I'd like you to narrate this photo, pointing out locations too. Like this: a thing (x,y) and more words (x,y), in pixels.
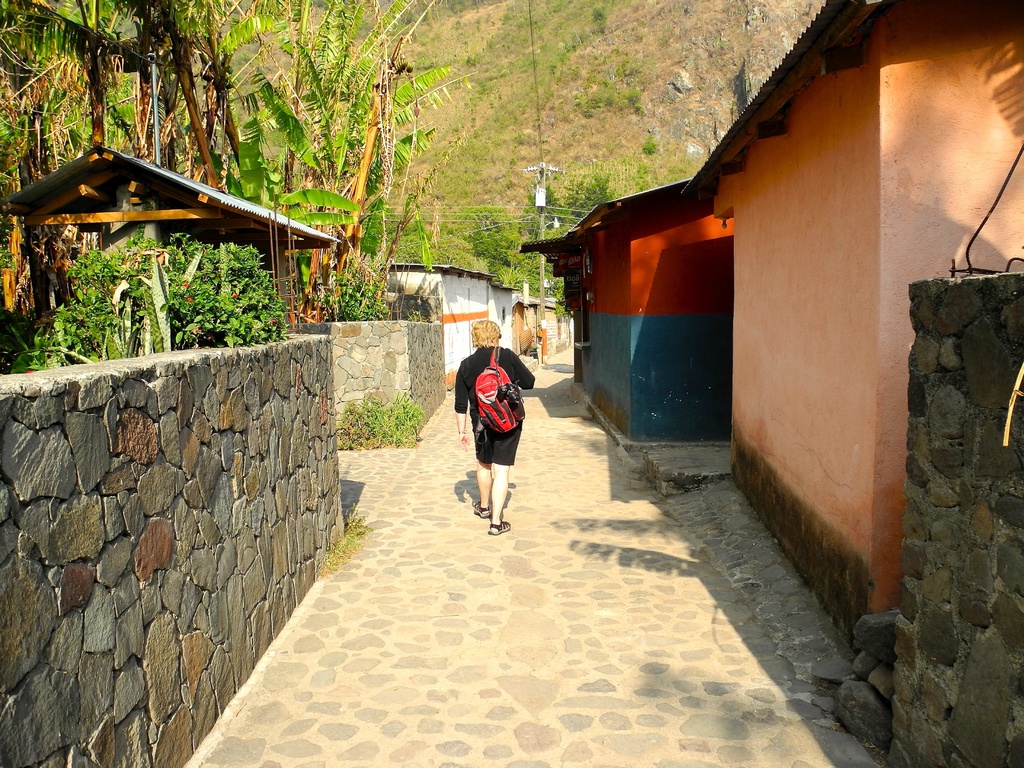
There is a person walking on the road (617,634). Here we can see houses (706,427), wall (994,531), plants (326,561), poles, and trees (553,209).
